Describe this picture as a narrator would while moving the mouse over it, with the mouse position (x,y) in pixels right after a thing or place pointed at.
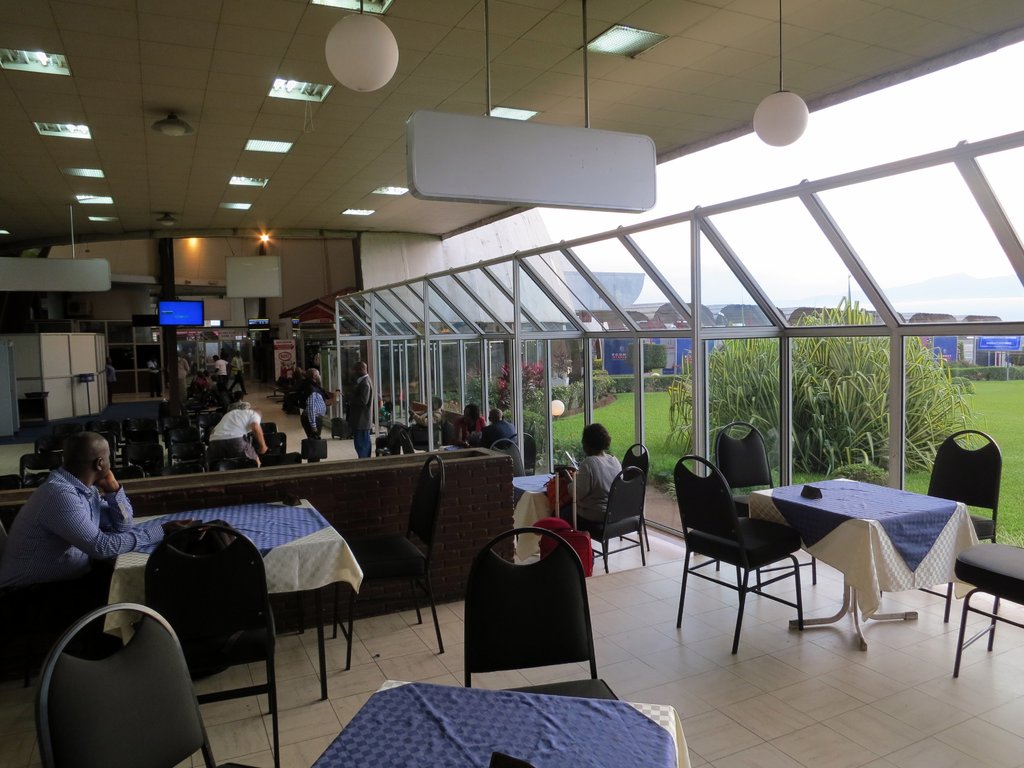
In this image, There are some chairs (524,646) which are in black color and there are some tables (537,733) which are covered by a blue color cloth (523,736), There is a brown color wall (469,523) in the middle (405,495), There are some people (498,432) sitting on the chairs (508,442) around the tables (524,491), In the right side (688,356) there are some white color glass window (525,354) and there are some green color plants (823,376).
